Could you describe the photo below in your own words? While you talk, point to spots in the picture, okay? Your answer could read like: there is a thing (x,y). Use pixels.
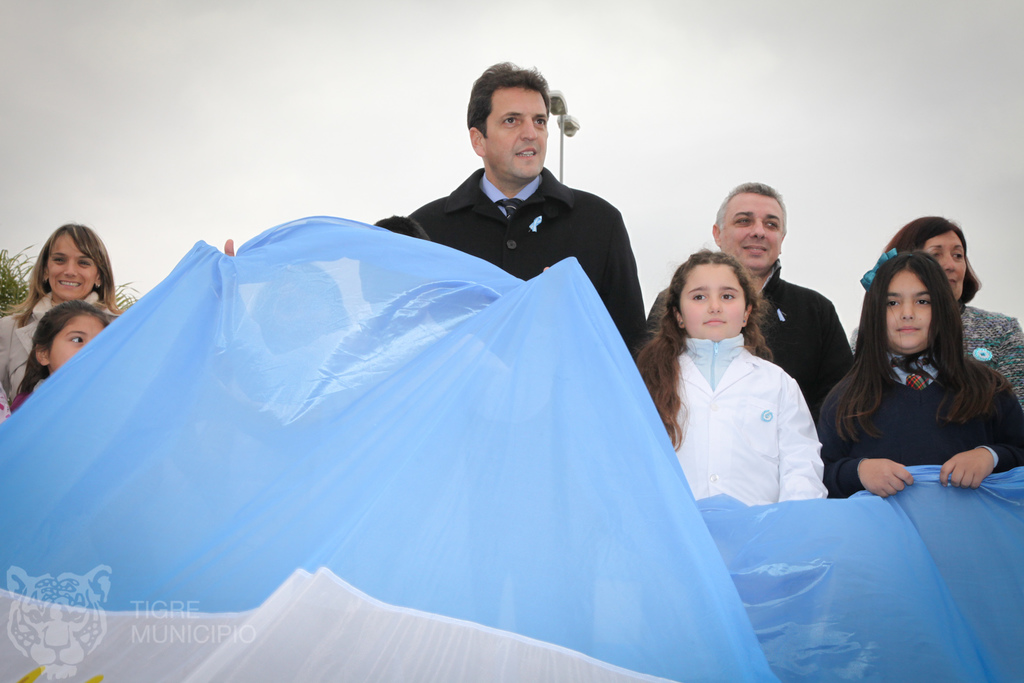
In this image we can see people (782,311) standing. There is a blue color cloth (418,461). In the background of the image (418,51) there is sky (408,86). There is a light pole (563,179).
